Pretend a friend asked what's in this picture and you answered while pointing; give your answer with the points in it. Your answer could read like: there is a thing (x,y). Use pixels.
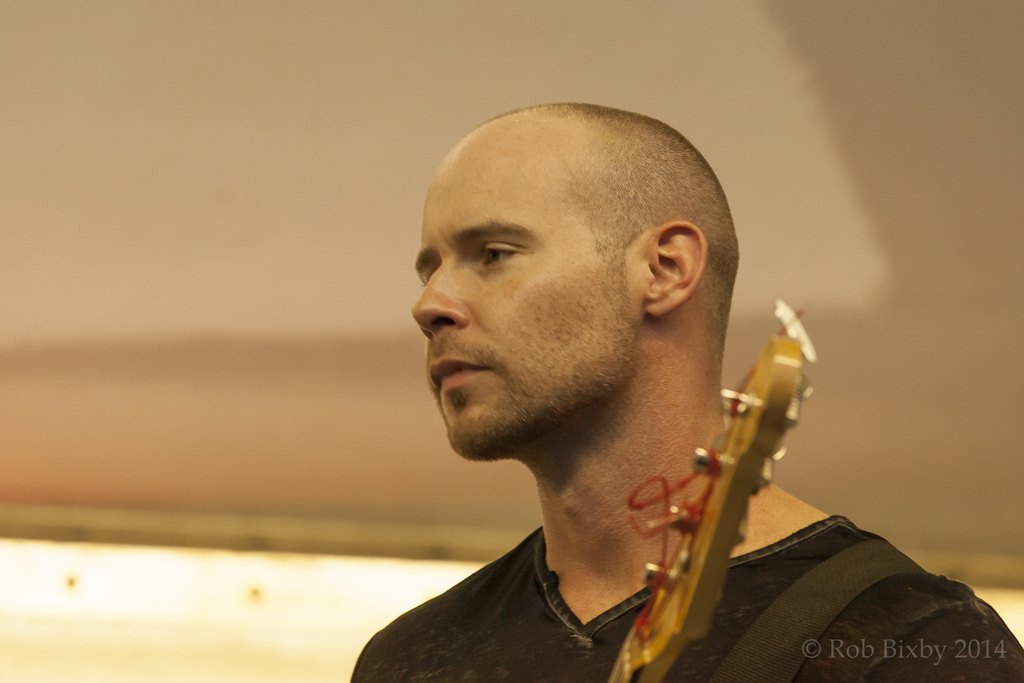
There is a person (470,410) wearing a black t-shirt (499,619). In front of him we can see the head of a guitar (696,504). In the background (365,419) there is a wall (250,574). And there is a watermark (870,657) on the right bottom corner (912,657).
